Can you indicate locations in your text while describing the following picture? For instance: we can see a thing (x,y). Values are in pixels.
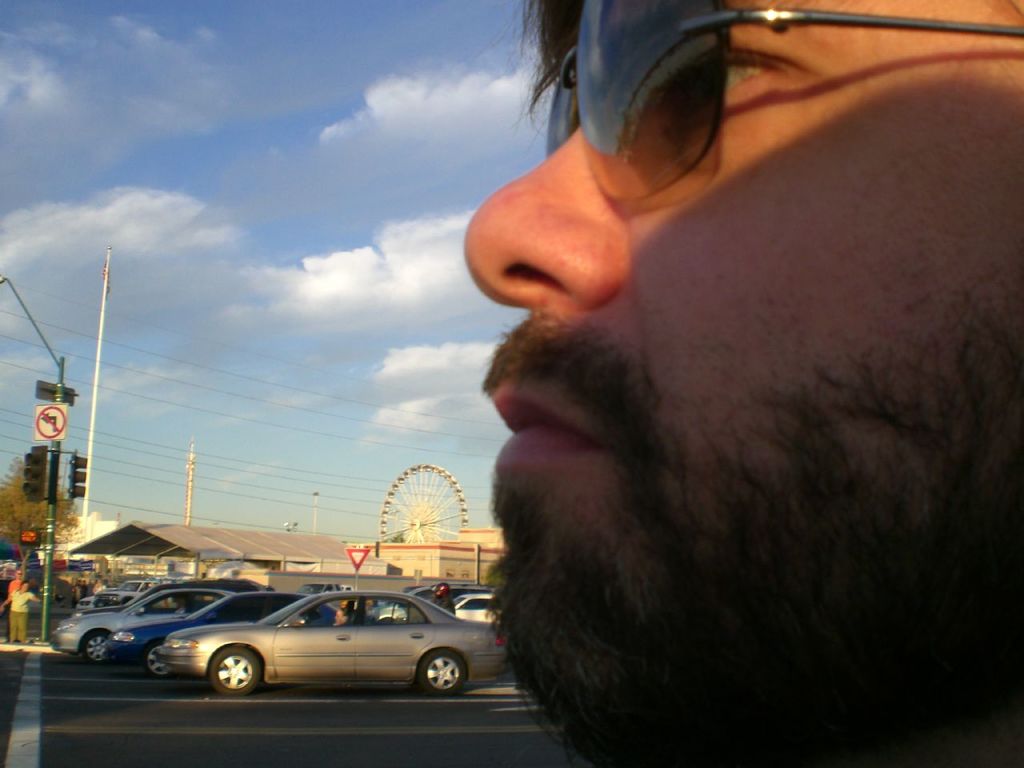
In the image there is a face (848,199) of a man (848,199) visible on the right side (717,398), on the left side (335,678) there are many cars (196,634) moving on the road (289,725) with a traffic pole (43,466) on the left side (59,389), in the back (276,568) there are buildings (194,534) and followed by giant wheel (431,501) in the background (432,525) and above its sky (335,212) with clouds (200,252).
